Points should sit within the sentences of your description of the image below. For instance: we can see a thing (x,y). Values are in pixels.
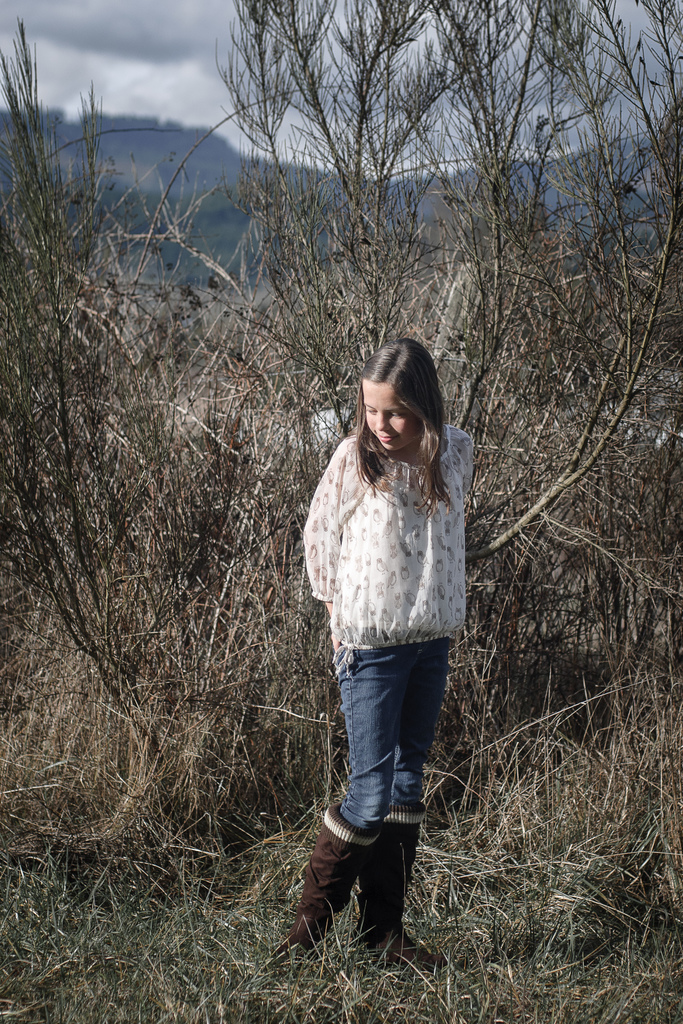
In this image I can see a girl (405,548) wearing white shirt (389,549), blue jeans (379,740) and brown boots (313,886) is standing on the grass (337,961) and I can see few trees (195,666). In the background (216,169) I can see few mountains (229,173) and the sky (194,84).
